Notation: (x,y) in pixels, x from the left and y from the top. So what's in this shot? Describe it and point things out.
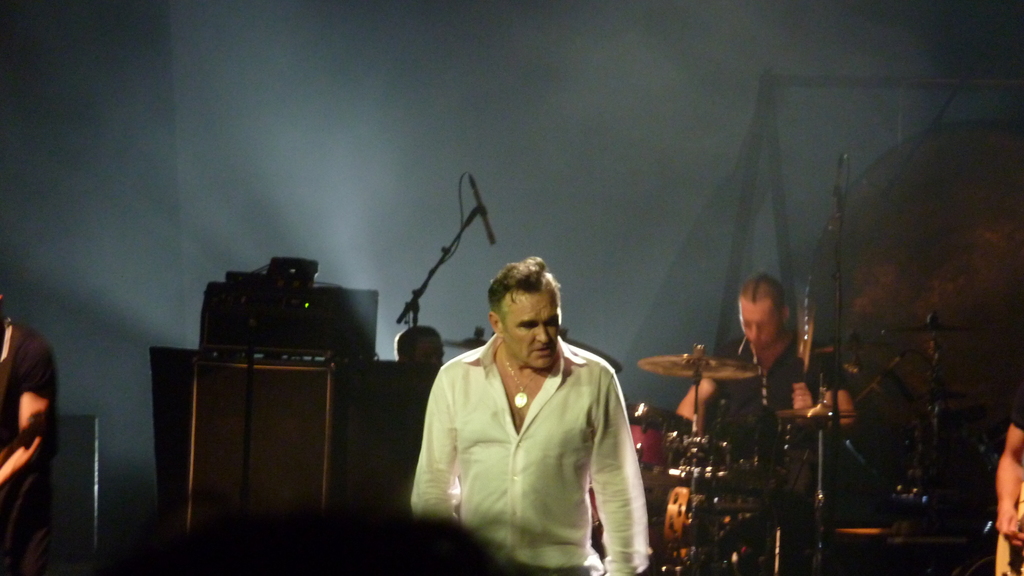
In this picture we can see man (783,406) sitting and playing drums (733,463). This is a mike (433,275). We can see a man (479,470) wearing a white colour shirt (561,426), standing. Here we can see devices (314,308). At the right side of the picture (1011,469) we can see partial part of a man (1007,506) playing guitar (1008,560).
